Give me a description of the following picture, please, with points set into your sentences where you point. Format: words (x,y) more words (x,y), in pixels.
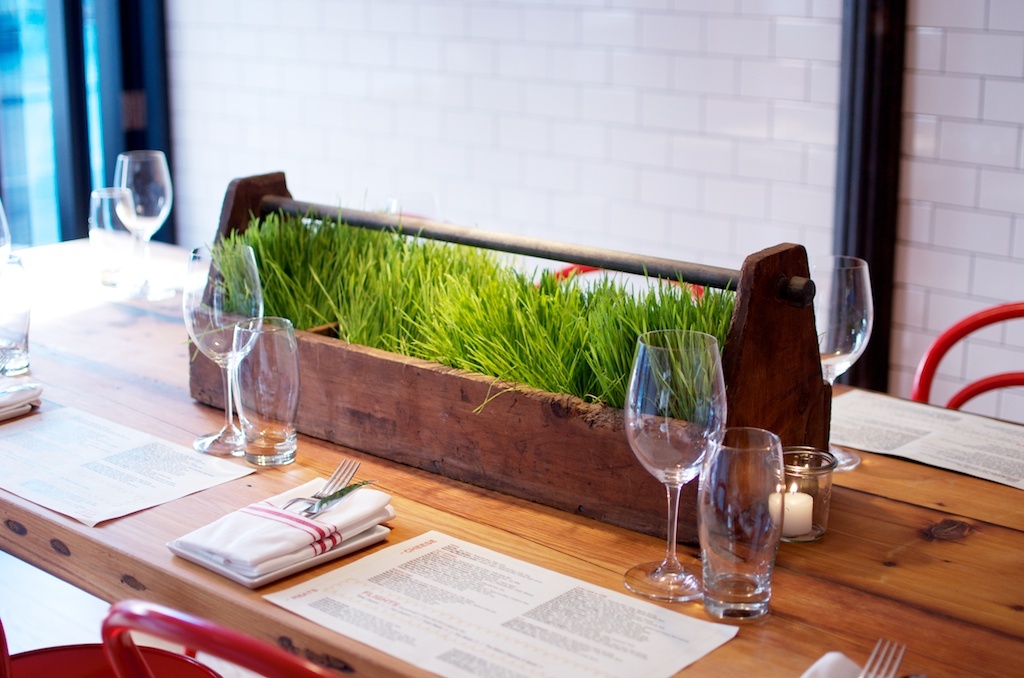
In this image there is a grass (469,324) in the wooden basket (324,334), around that there are glasses (676,512), papers (872,434), spoon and fork (313,504) on the napkins (282,556) are arranged on the table (98,584) and there are chairs (122,631). In the background (758,90) there is a wall (935,210).
